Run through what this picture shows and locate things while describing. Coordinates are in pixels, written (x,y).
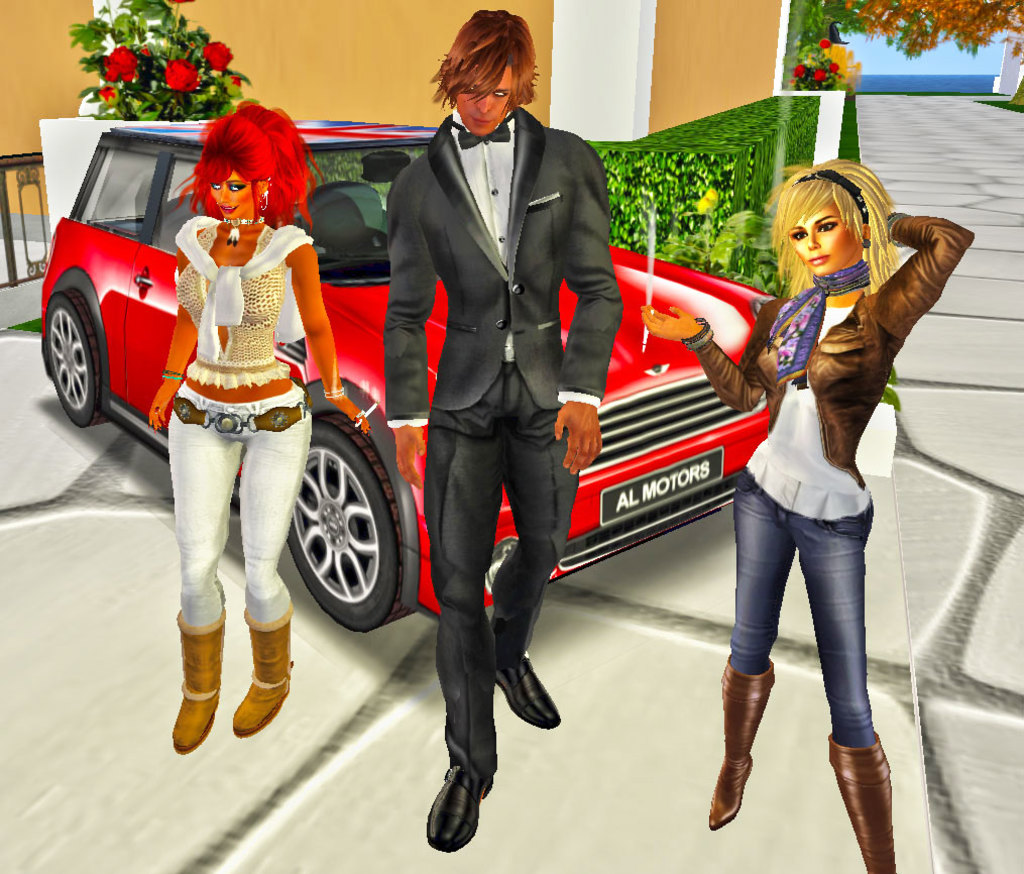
In this image I can see a graphical picture, in the picture I can see three persons (321,278) and a red color car (73,211), wall (782,44) and bushes (746,174) and flowers (134,73).
